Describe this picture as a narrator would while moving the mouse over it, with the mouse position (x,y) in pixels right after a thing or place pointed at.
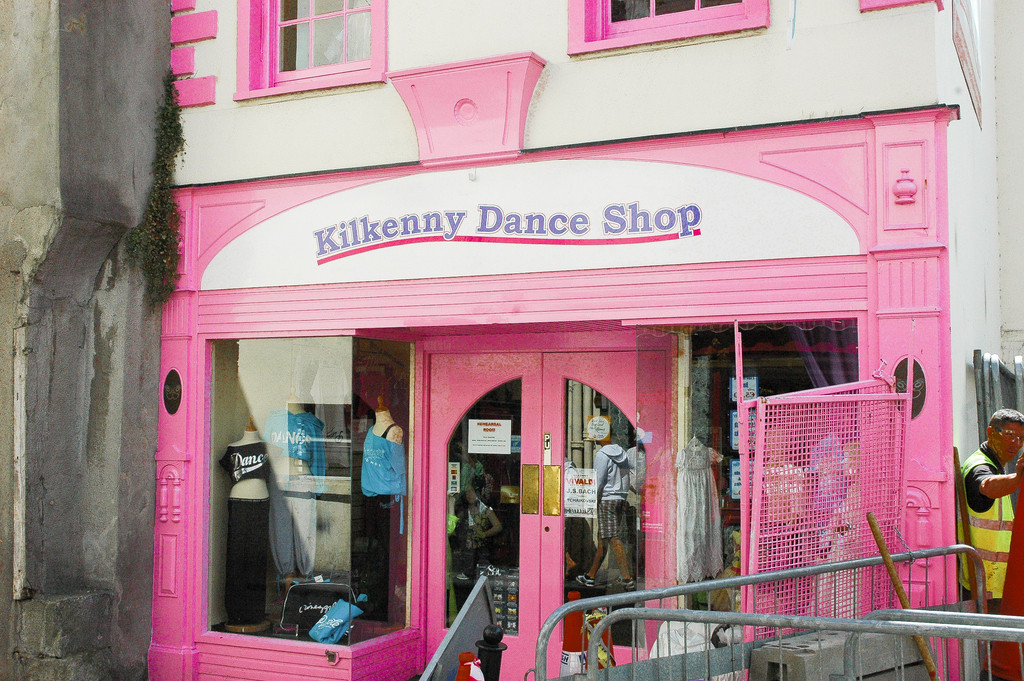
In this image we can see a building (562,10). At the bottom (349,567) there is a store (434,629) and we can see mannequins (254,498). In the center (521,408) there is a door (496,583) and we can see people's reflection (621,538) on the glass door (616,525). On the right (996,595) there is a man (984,561). At the bottom (971,624) we can see a fence (977,616).
